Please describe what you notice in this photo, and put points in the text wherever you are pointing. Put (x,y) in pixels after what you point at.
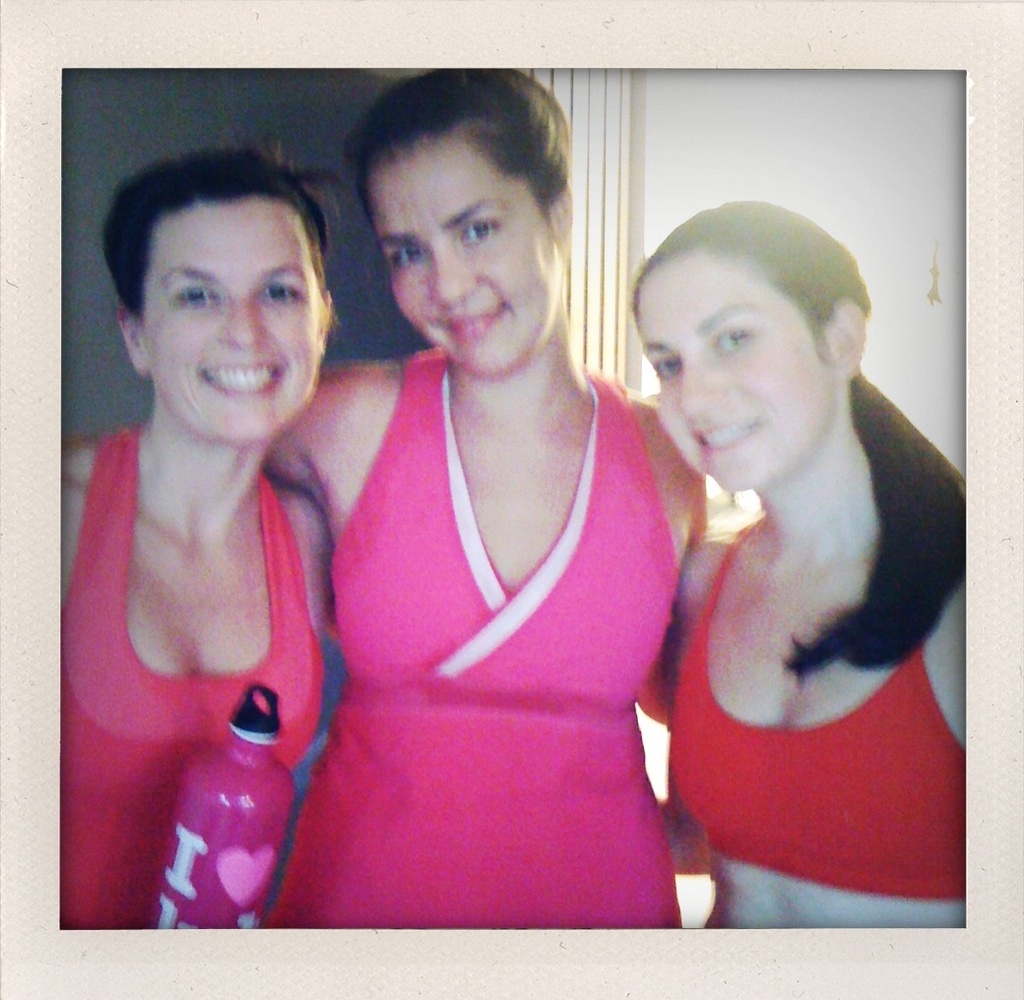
In this image we can see a photo frame (48,198). There are three ladies (509,612). One lady (157,830) is holding a bottle (220,836). In the background (285,142) there is wall (769,126).
